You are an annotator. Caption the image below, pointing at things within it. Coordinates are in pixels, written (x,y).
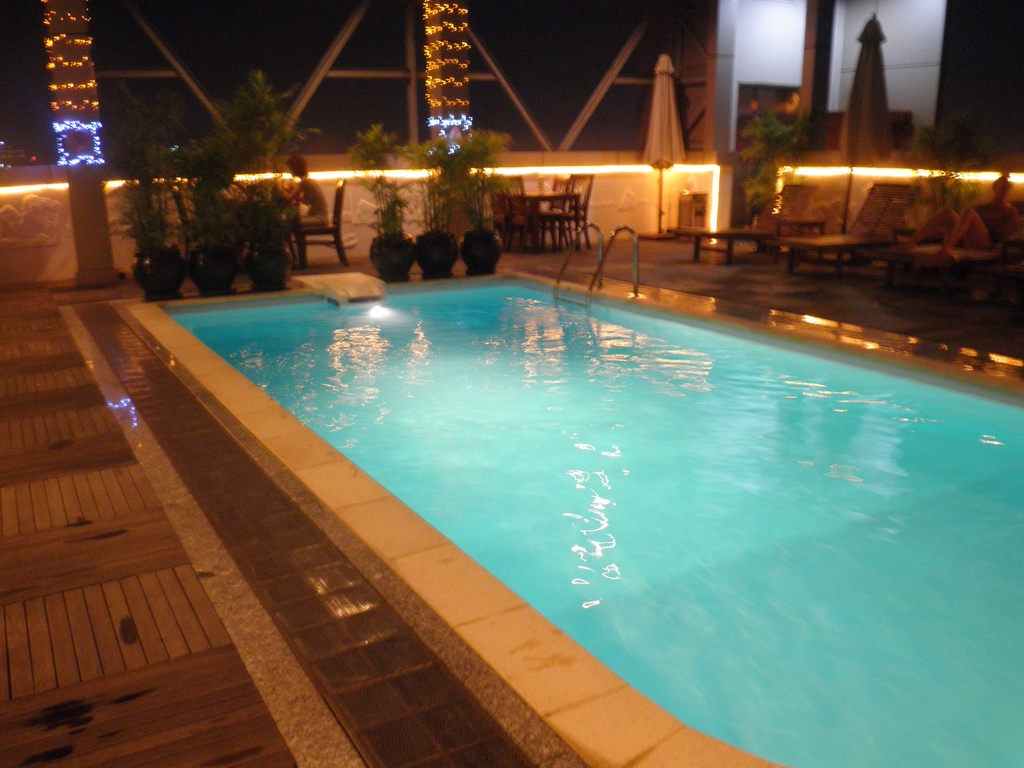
In this image we can see the pool (555,473), flower pots (260,210), path (321,270), beach beds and also a person (316,217) sitting on the chair (332,218) in front of the table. We can also see the empty dining table (561,226) with the chairs (564,187). Image also consists of closed umbrellas (658,68), lights (84,101) attached to the pillars (76,141). We can also see the wall (643,197) and the fence (643,197) with the lights (685,167) and this image is taken during the night time.
